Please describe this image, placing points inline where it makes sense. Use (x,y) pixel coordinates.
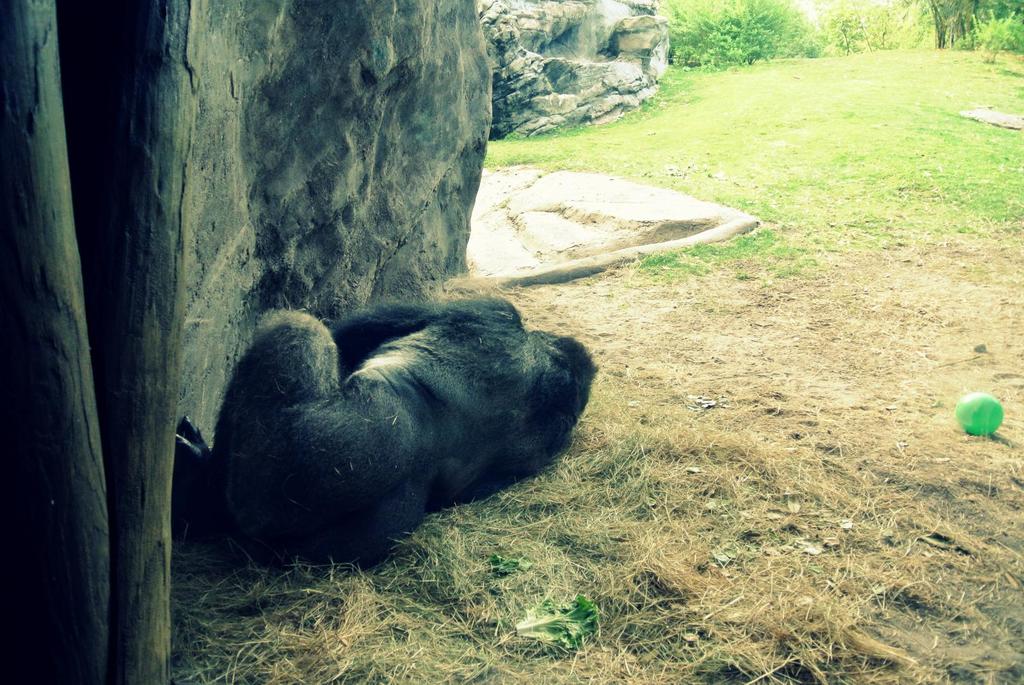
In this image there is a gorilla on the grass (628,517). In front of the gorilla (359,430) there are rocks (344,90). In the background of the image (715,35) there are trees (768,27).
